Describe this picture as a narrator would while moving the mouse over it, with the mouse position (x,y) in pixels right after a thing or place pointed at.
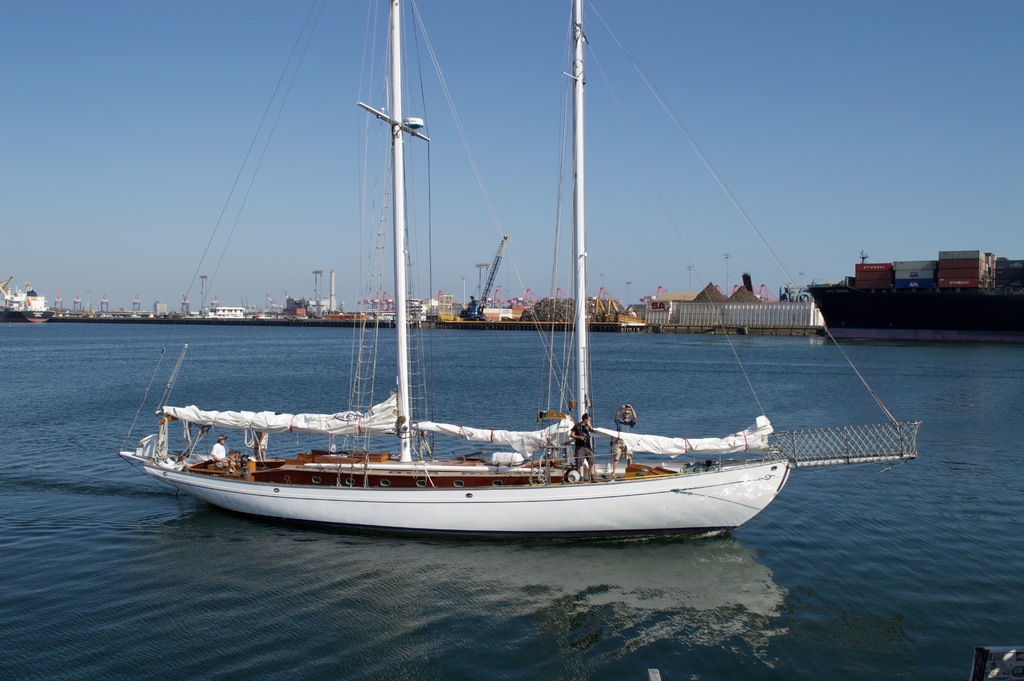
In the image it looks like a yacht (524,526) on a water surface (771,515), there are two poles (399,184) and many wires (415,308) on the ship (512,463) and in the background (241,318) there are many boats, some compartments (872,265) and other things (533,304).
